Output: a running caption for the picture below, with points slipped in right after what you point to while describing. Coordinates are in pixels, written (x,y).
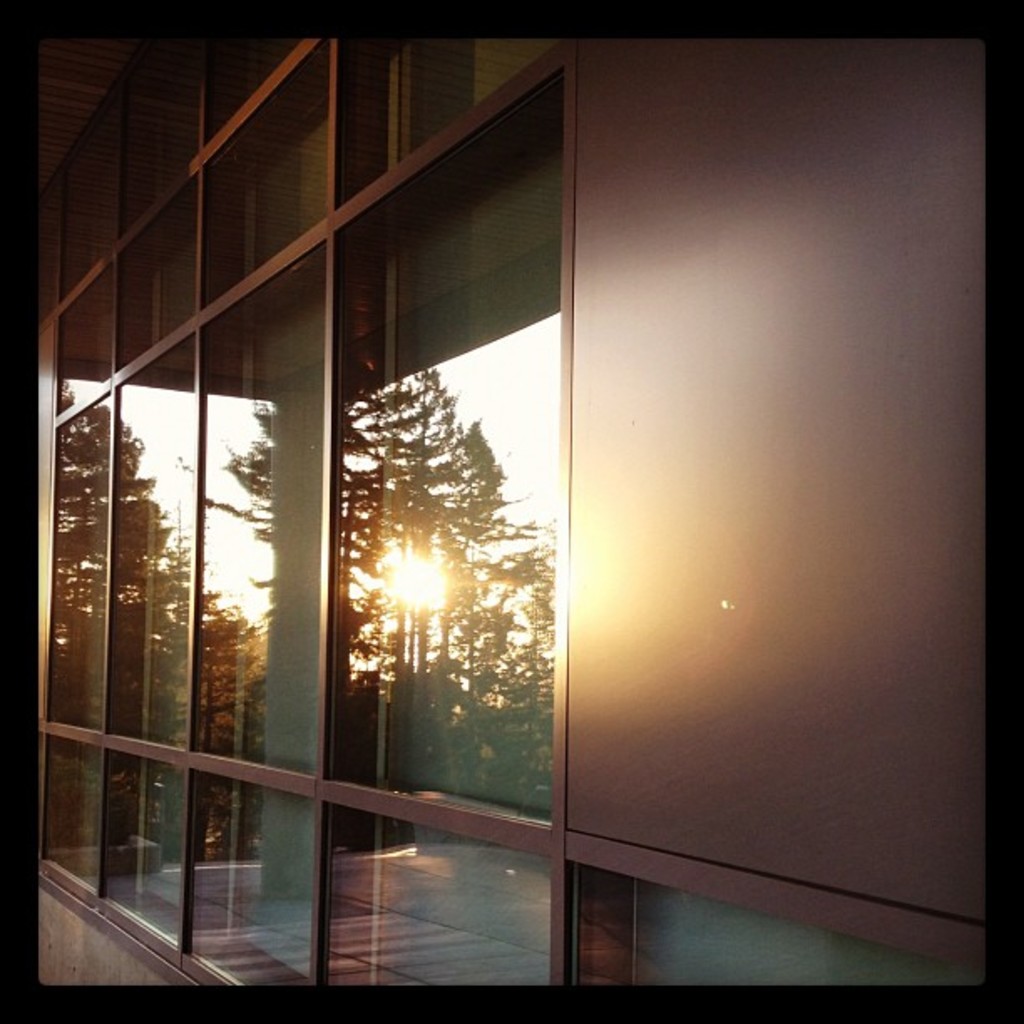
In the picture we can see a building wall (588,601) with a glass (117,687) in it and on it we can see an image (470,572) of trees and sun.
